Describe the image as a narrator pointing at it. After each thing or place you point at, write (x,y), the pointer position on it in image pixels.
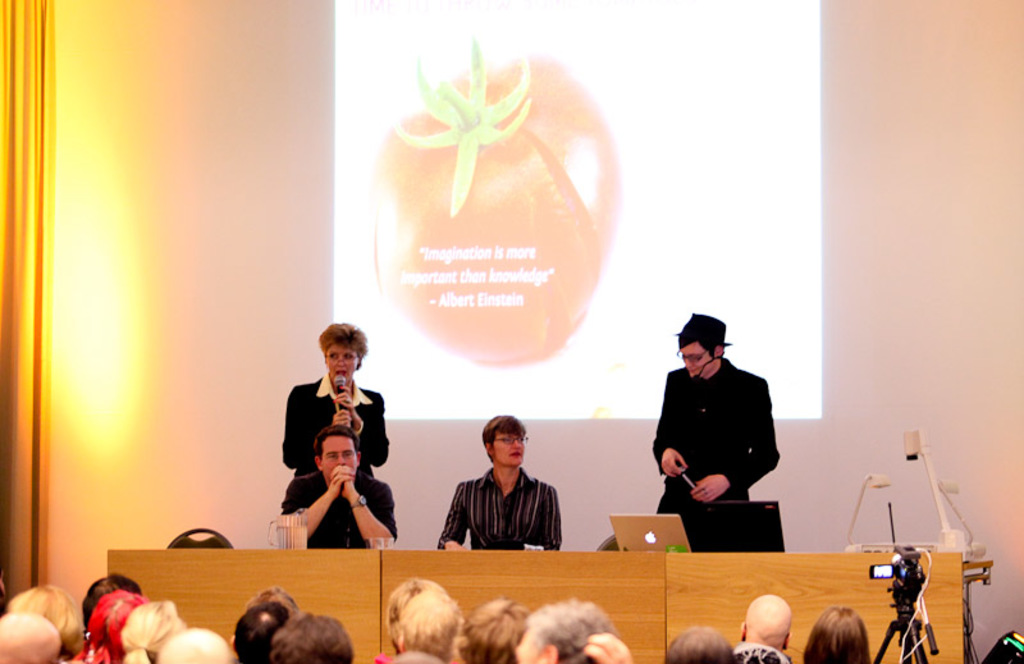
In this image there are two persons (493,513) sitting on chairs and two persons (372,411) standing, in front of them there is table (136,558) on that table (342,555) there are laptops (677,541) glasses (385,543), in front of the table (722,631) people (66,660) sitting on chairs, in the background (950,129) there is wall (981,491), on that wall (986,545) there is projection screen (497,241).
